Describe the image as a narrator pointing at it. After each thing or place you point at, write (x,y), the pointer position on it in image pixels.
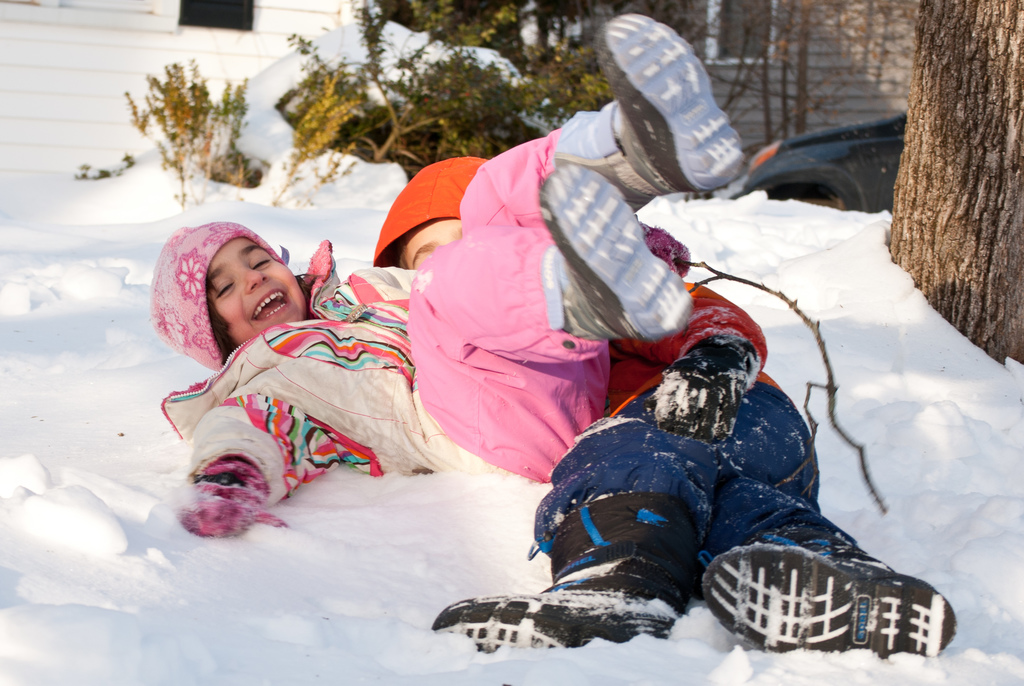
There are two kids (382,342) laying in the snow (527,488) and playing with each other and behind the kids (470,330) there is a house (99,91) and there are some plants (429,92) in front of the house (126,149) and in the right side (799,149) there is a car (869,157).
